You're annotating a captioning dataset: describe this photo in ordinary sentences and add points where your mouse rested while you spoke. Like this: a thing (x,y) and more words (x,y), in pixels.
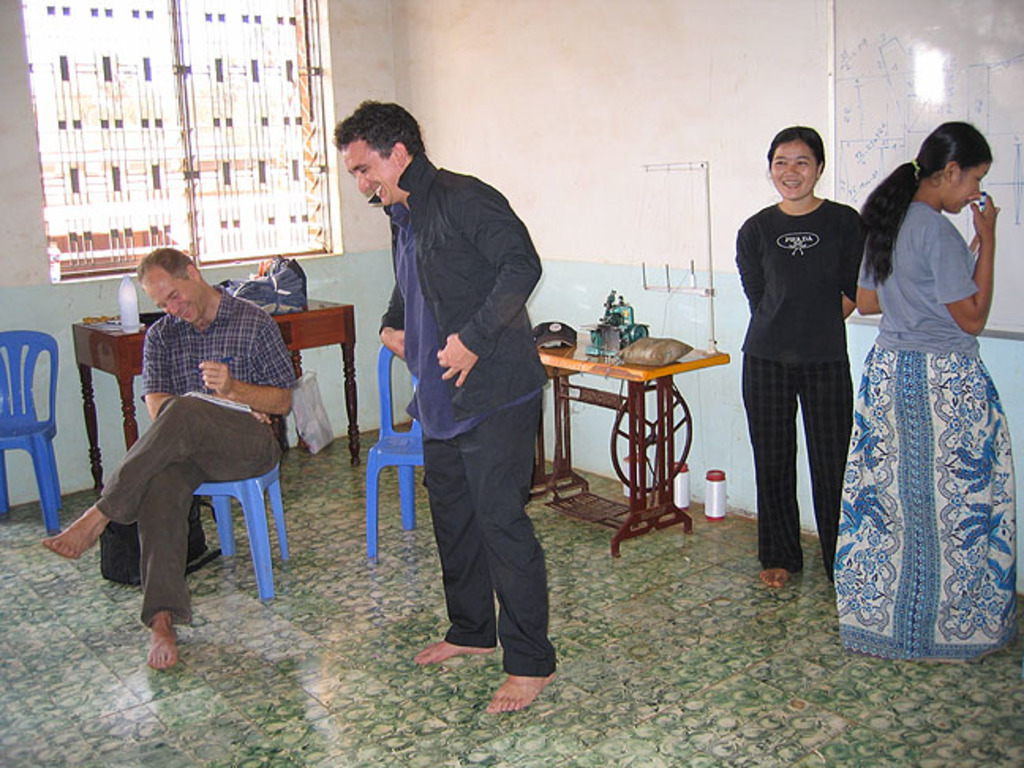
There is a room (937,682) in which there is a stitching machine (608,505) and there is a table (295,318) on which there are some things (297,304) placed on it. And behind him there are two women (913,535) standing and one woman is standing near a white board (842,105). one man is sitting on the chair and other man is standing and talking.
